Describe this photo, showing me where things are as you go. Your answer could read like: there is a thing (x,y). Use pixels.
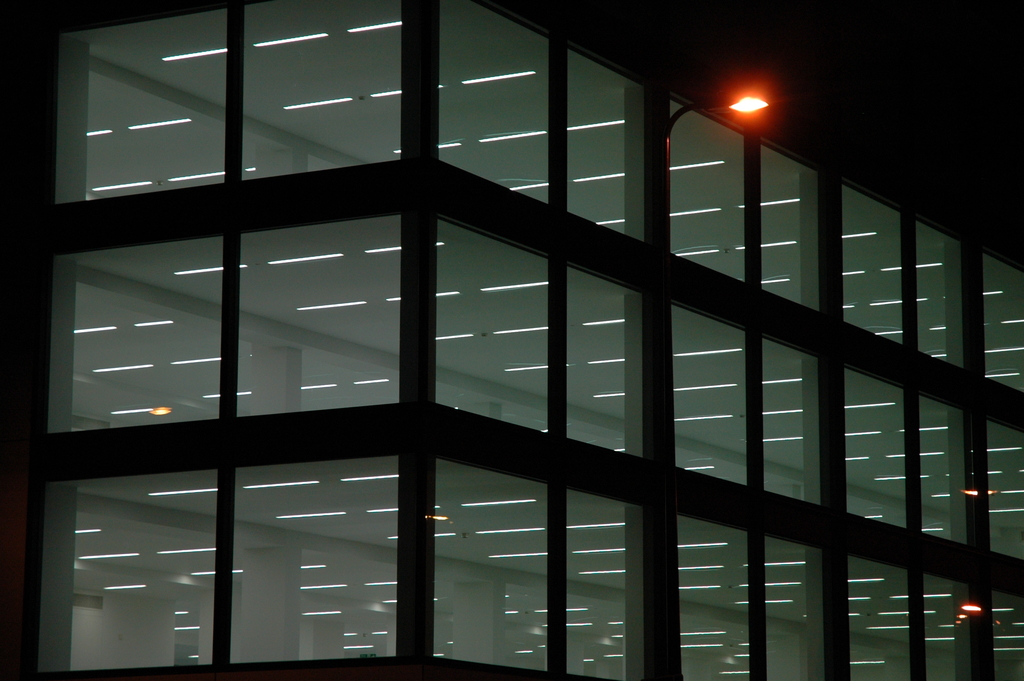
It is a glass building (580,406), there is a red color light (746,98) on this.
